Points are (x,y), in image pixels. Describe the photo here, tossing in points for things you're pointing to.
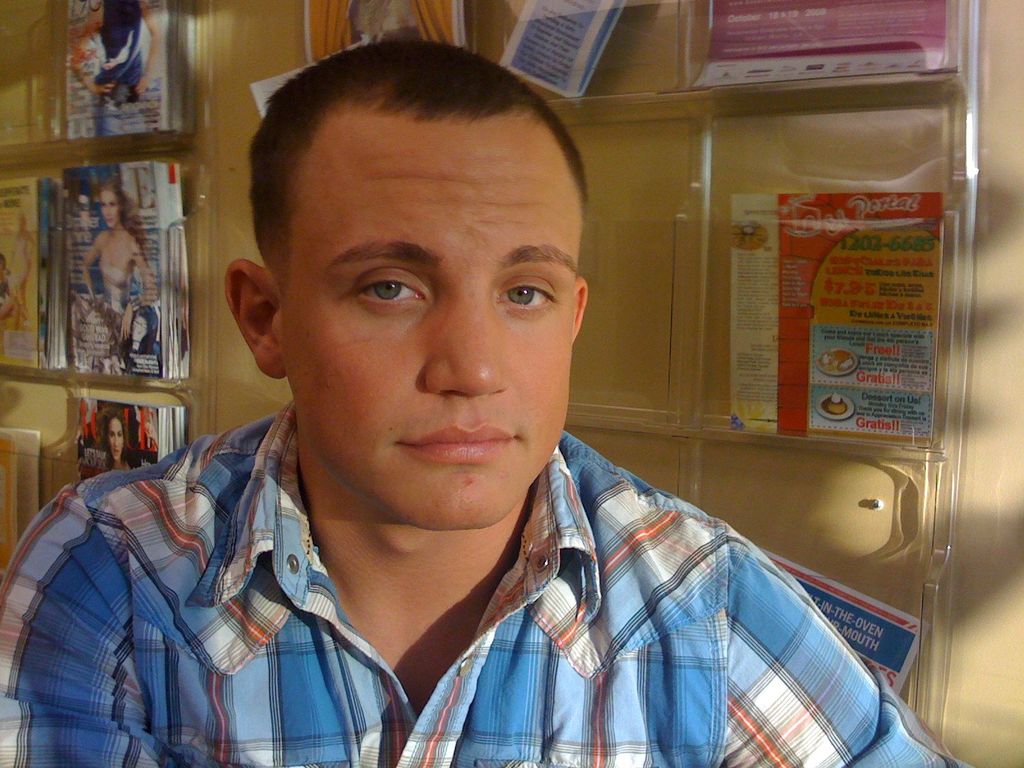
In this image, we can see a person (456,568) wearing clothes (609,592). In the background (96,218), we can see flyers (814,363) and magazines (104,259).
